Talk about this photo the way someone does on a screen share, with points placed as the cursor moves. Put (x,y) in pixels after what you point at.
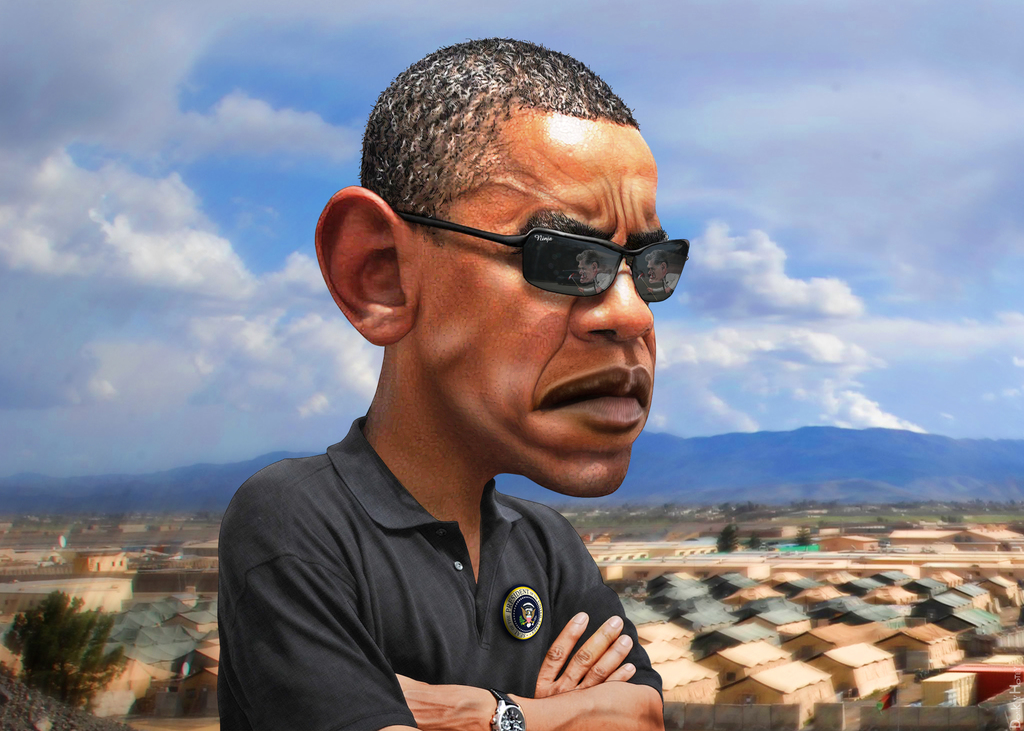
It is a graphical image, in the image a person (575,244) is standing. Behind him there are some trees (26,616) and buildings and hills (753,458). At the top of the image (971,151) there are some clouds (971,127) and sky (3,81).
